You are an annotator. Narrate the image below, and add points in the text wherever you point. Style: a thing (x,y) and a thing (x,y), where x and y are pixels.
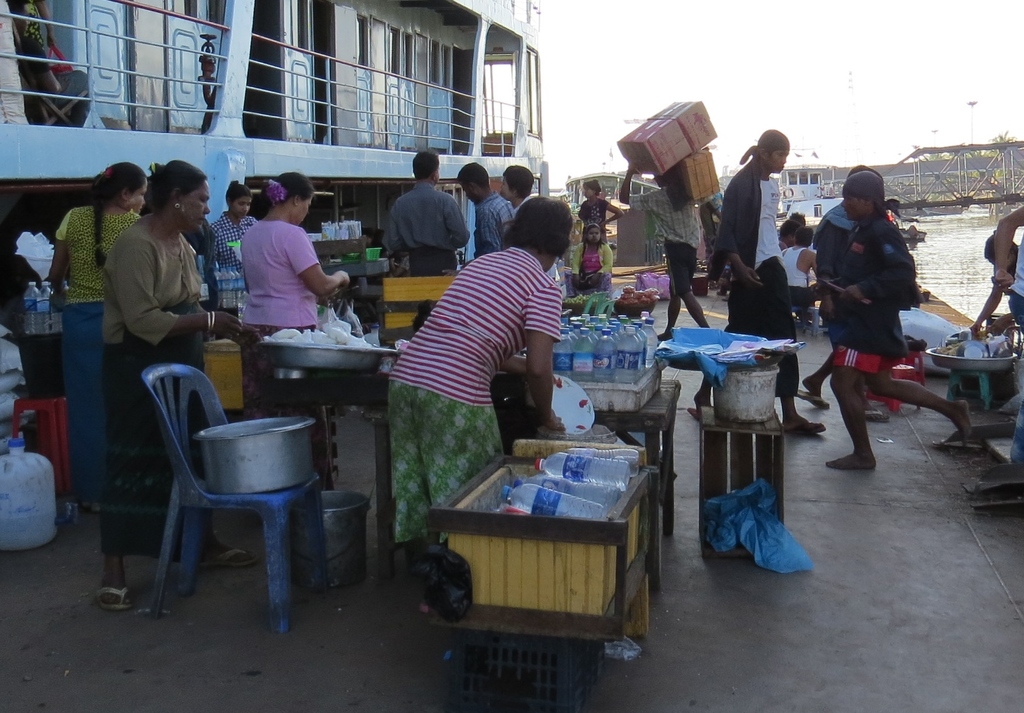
In this picture there are group of people (794,398) who are busy with their work. There is a chair (168,366) on which there is a vessel (276,488). In the middle (500,331) there are water bottles (518,500) which are kept in box (520,519) and a woman (492,344) is cleaning the plate (580,389). In the top (669,212) a man (669,212) is carrying the luggage (695,183) and in the right side (943,255) there is a water (959,255) and in the left side (306,144) there is a ship (231,122) which has doors (352,31) and rooms (254,77) in it. The people (789,366) are walking in the middle of the floor (675,417).
